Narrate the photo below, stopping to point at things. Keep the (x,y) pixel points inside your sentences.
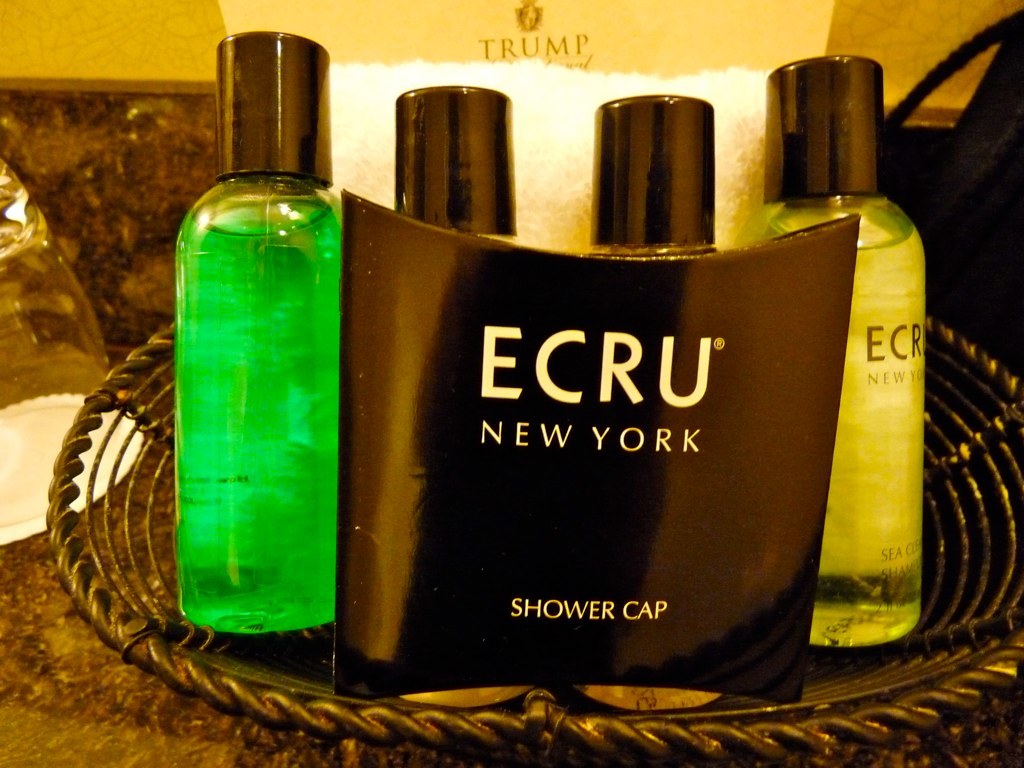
In the picture we can see a toiletry bottles (310,235) with different colors.
